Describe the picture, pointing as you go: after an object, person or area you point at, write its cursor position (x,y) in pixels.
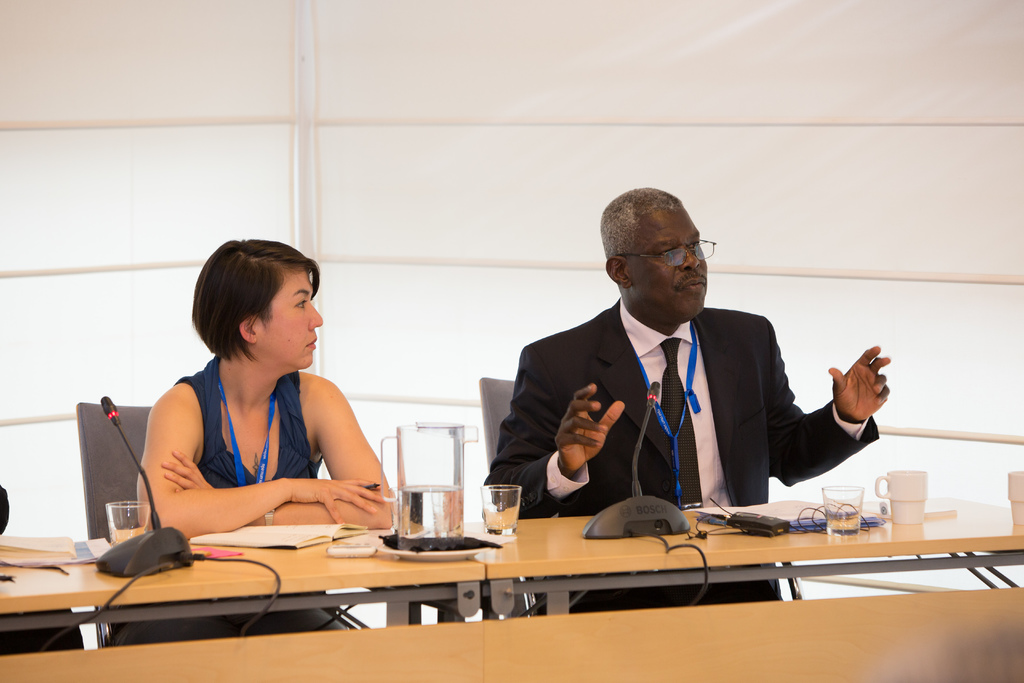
To the left side (257,421) there is a lady (273,425) sitting on a chair (85,445). And to the right side (700,386) there is a man (727,378) with black jacket (734,416) is sitting. In front of them there is a table (479,567) with a jug (434,463), a glass (501,515), a mic (665,509), mobile phone (774,532), paper (774,510), cup (913,504) and a plate (455,555) on it.
